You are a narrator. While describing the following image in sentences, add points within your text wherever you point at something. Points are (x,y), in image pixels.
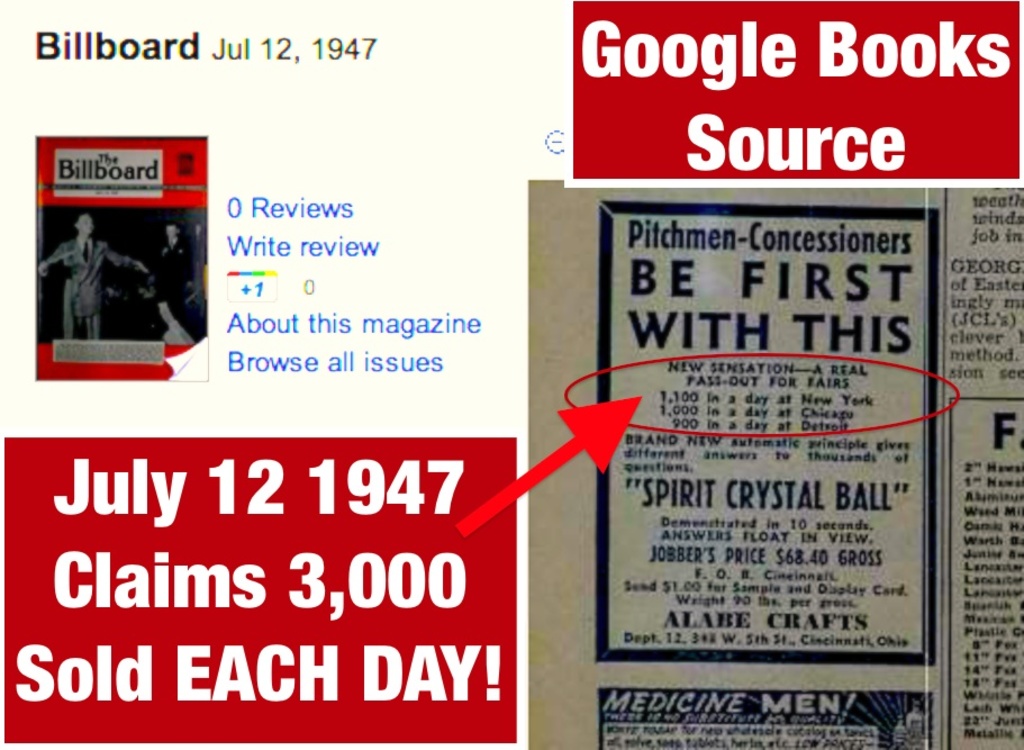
In this image we can see an article (259,215) on the left side of this image (192,263), and there is some text image (736,419) on the right side of this image (780,330), and there is an arrow mark (568,415) in the middle of this image (548,472).
